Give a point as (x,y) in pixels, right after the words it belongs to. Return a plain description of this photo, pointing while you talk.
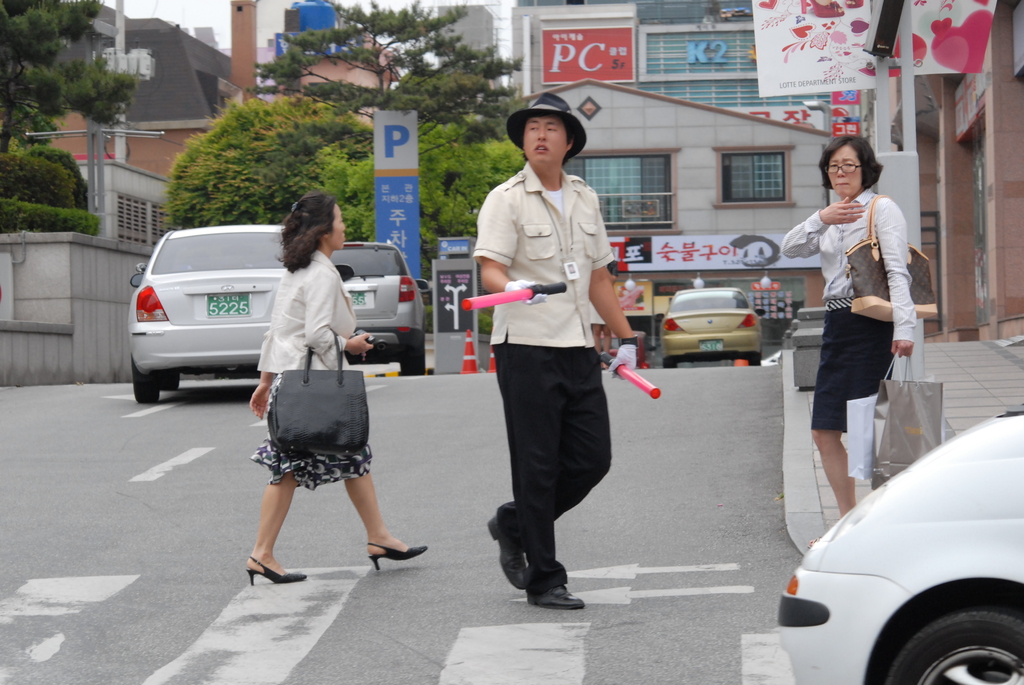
In the image there is a man (507,330) and a woman (285,343) walking on the zebra crossing (344,652) of road (375,476), in the back (260,340) there cars (249,342) going on the road (733,366) and over the whole background (694,39) there are buildings (728,129) with trees (359,38) in front of it on the left side (320,132).
